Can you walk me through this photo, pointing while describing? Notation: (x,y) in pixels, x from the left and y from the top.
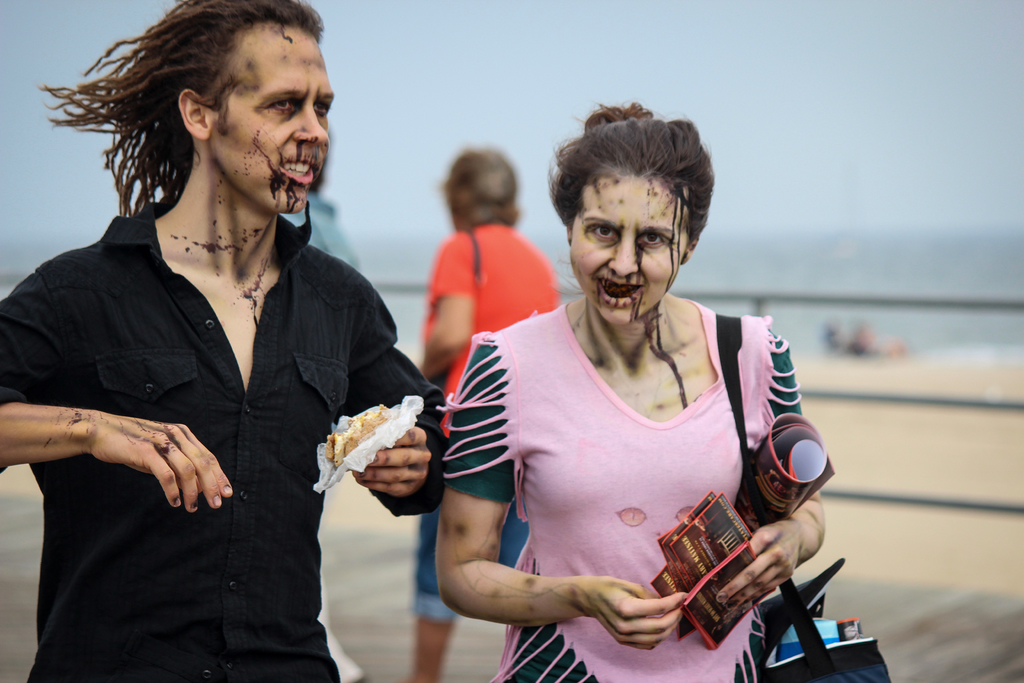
In the image there are two people (529,621) in the foreground (458,569), there is some makeup (304,197) to their faces (260,187) and they are holding some objects (681,565) with their hands (672,630), behind them there is some another person (471,333) and the background (921,403) is blurry.
